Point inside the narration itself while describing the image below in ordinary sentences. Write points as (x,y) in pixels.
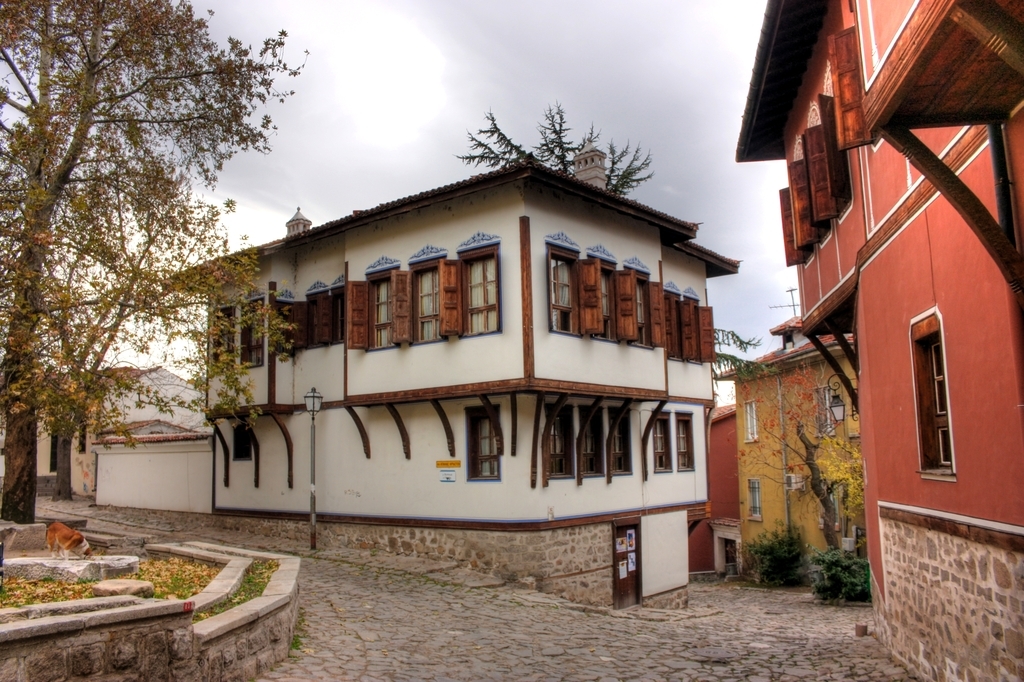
In this image, there are a few buildings (322,373), trees (278,339), plants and a pole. We can see the ground (424,594) and an animal (88,546). We can also see the sky (433,148).
